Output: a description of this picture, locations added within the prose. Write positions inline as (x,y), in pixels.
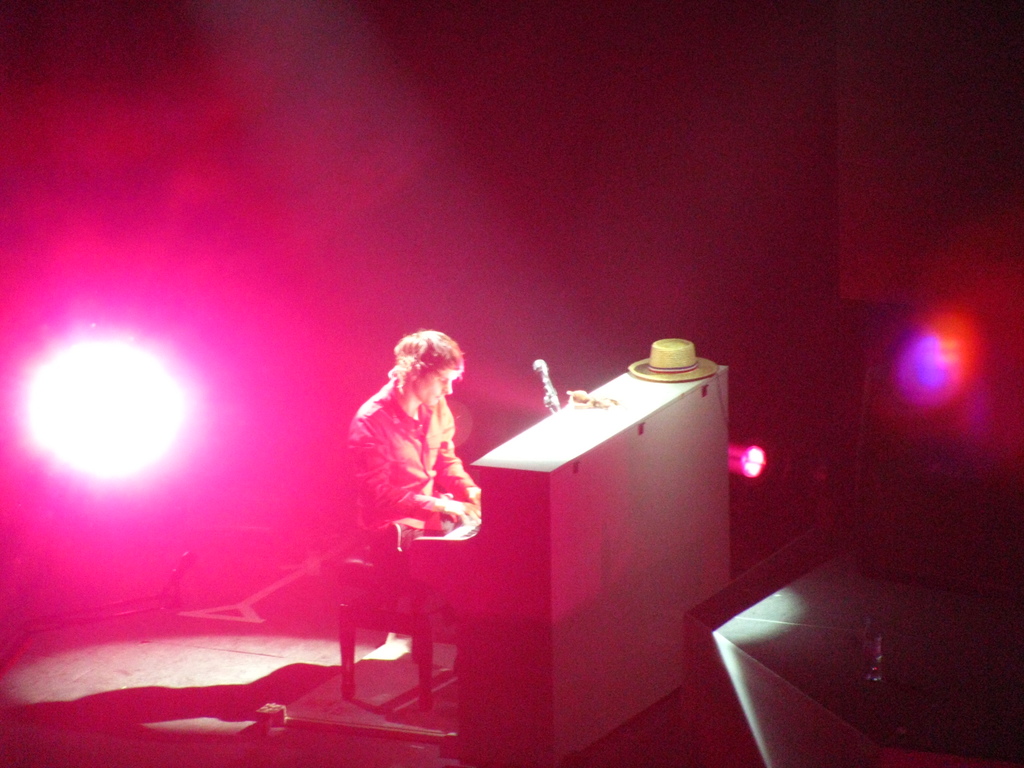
In this image I can see a man (391,510) sitting on stool (352,577), in front of the man (402,487) I can see a piano (600,418), on the piano (586,416) I can see a hat (671,345) and at the left (130,437) I can see light focus (135,367) and background (12,211) color is pink.
